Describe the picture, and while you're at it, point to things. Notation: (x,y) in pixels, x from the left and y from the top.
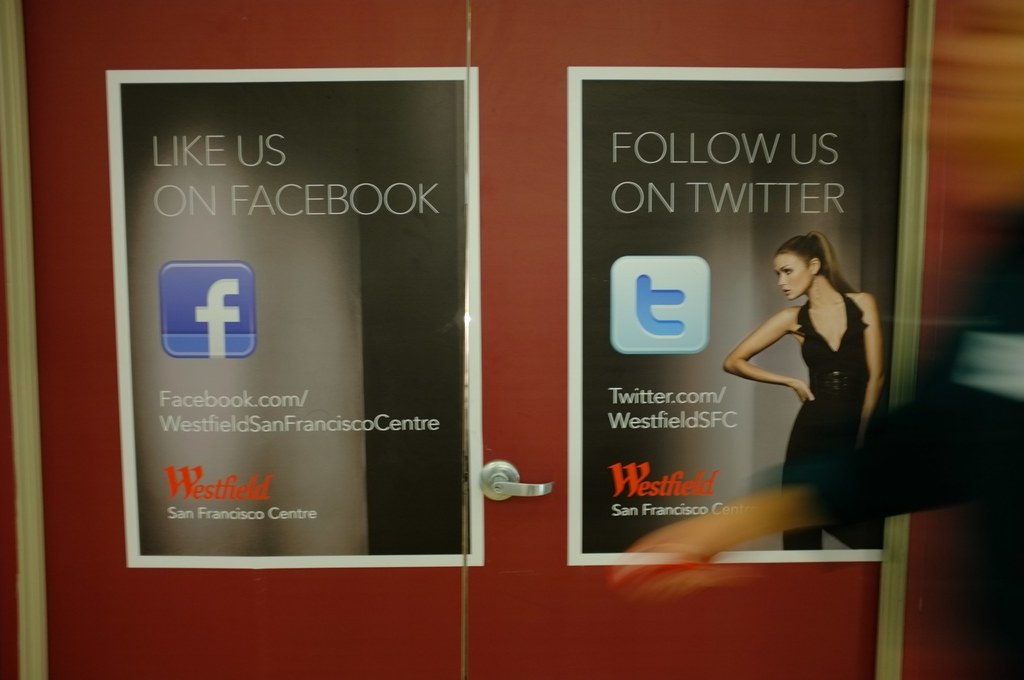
In this picture there is a cupboard (492,347) in the center of the image (492,347), on which there are posters (302,208).
